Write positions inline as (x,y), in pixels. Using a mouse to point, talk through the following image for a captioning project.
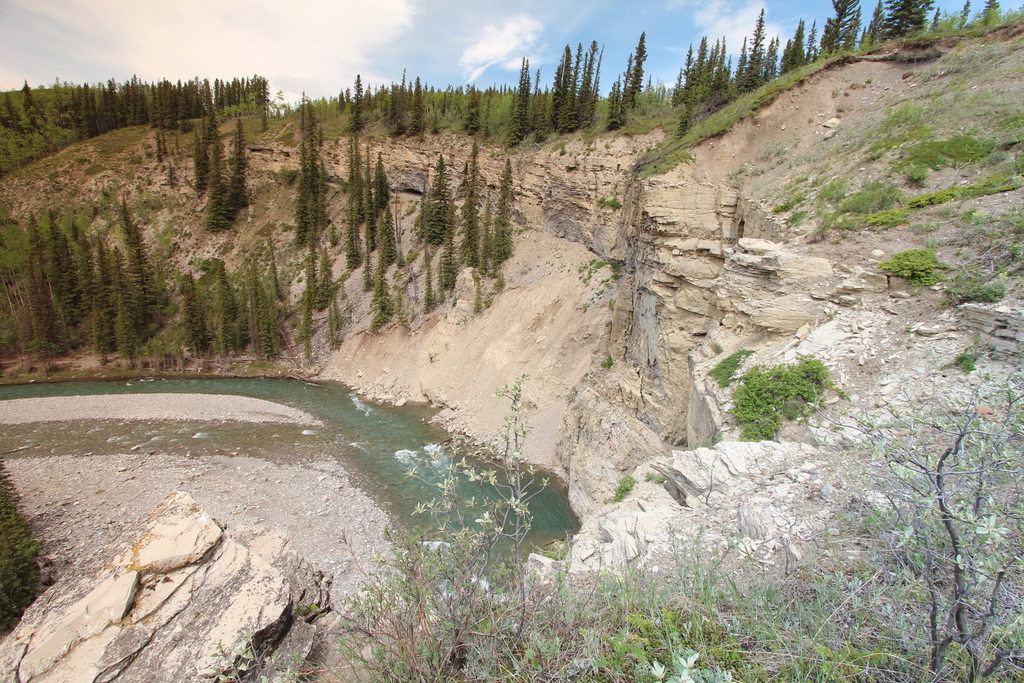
We can see grass (927,615), plants (951,601), trees (15,228), water (356,435) and hill (793,99). In the background (374,77) we can see sky (379,54) with clouds (350,53).
